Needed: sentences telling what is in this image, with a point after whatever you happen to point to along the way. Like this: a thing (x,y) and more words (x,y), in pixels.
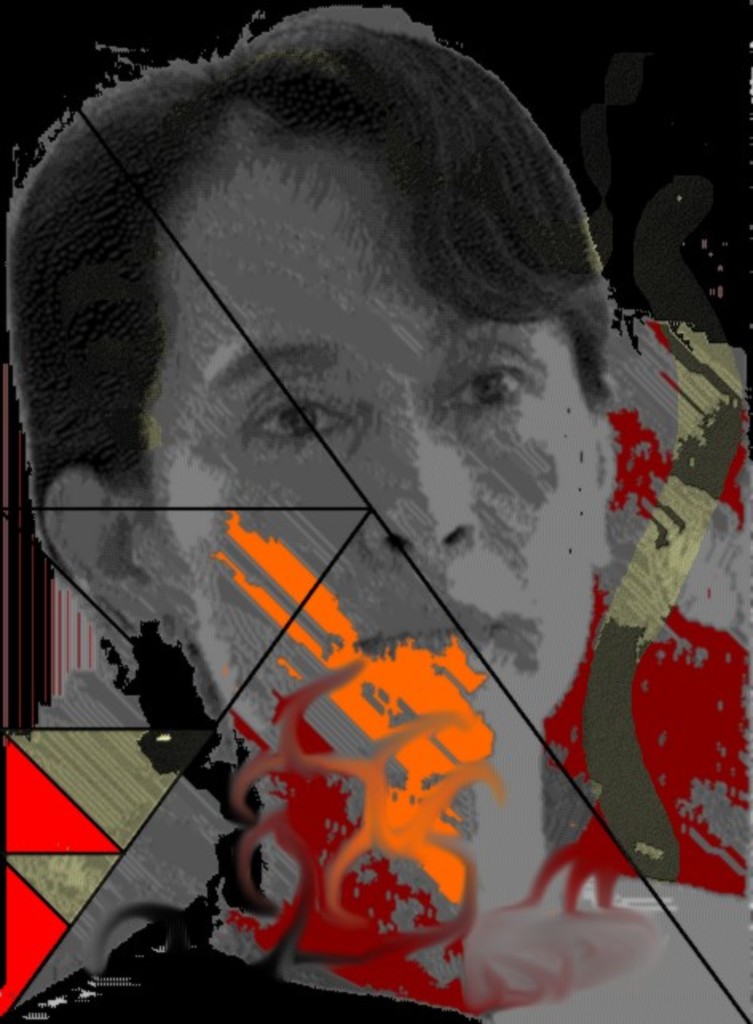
In this image I can see the person's face (371,555). To the side there are many colors like red, grey, orange and yellow. And there is a black background.
